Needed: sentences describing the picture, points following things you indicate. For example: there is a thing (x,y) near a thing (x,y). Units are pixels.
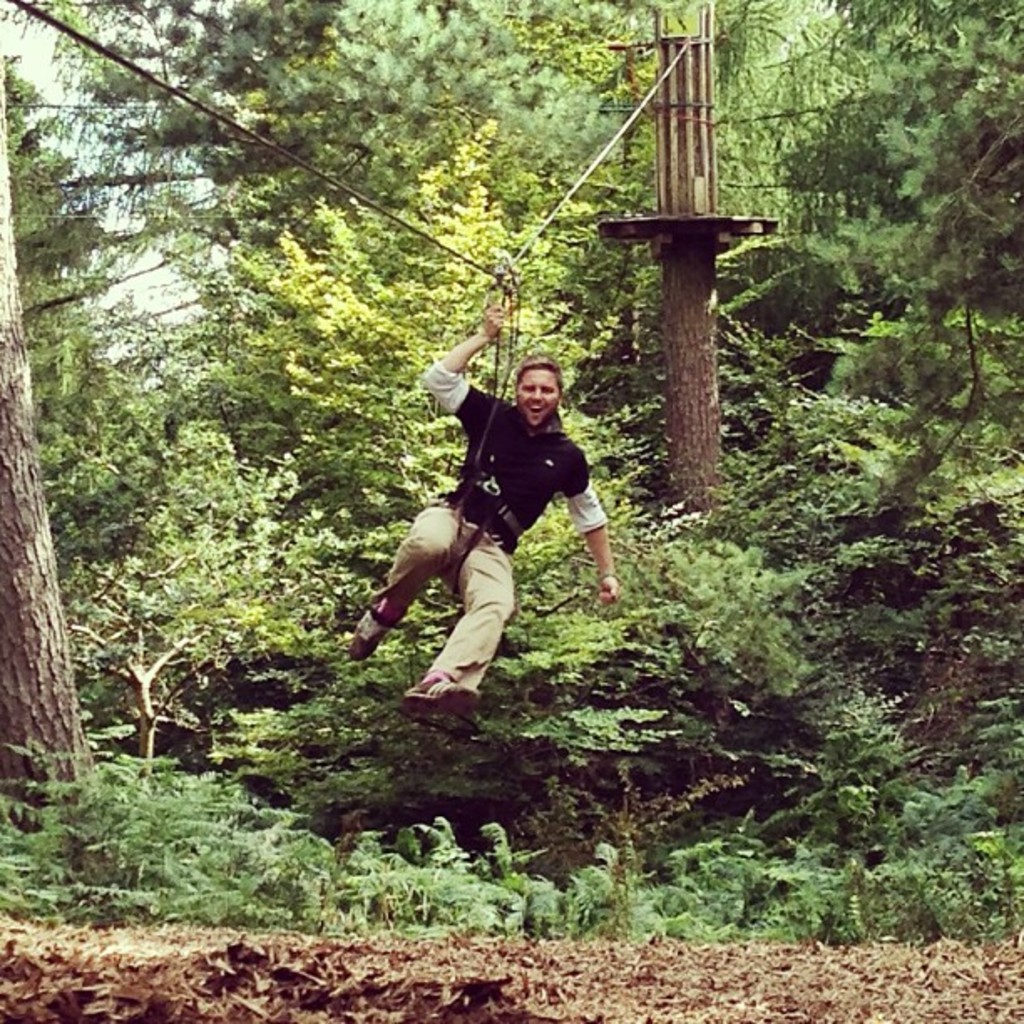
In the picture we can see a forest area (395,513) with trees (29,524) and plants (695,840) and two pillars (662,52) with a wire (467,261) and a person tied to it.
